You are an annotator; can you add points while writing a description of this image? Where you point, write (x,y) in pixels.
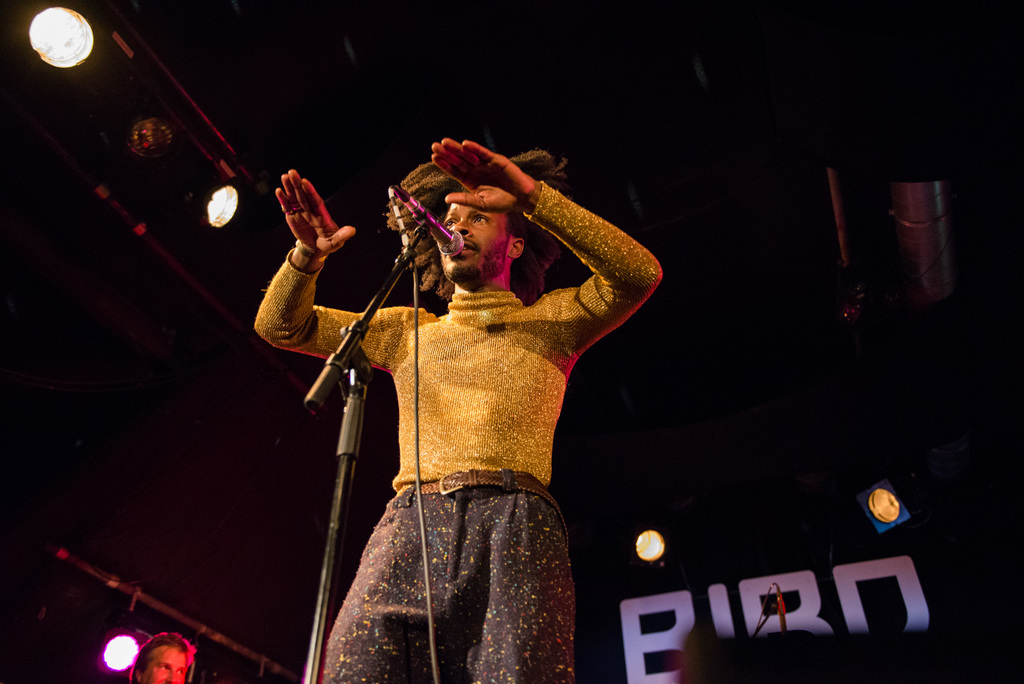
In this image we can see a person (585,254) standing, a microphone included with a stand (380,294) and we can also see the lights (123,660).
